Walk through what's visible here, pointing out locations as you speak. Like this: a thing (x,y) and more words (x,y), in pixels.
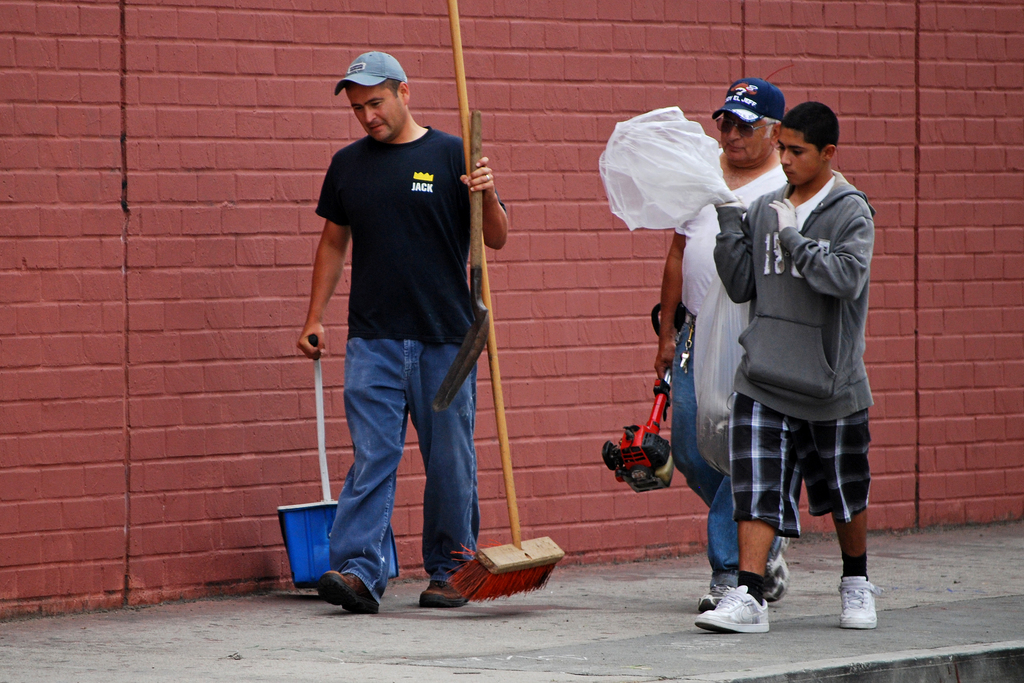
In this picture there are three men (372,611) walking on walkway (460,629) and they are holding some objects (537,578). In the background of the image (555,368) we can see wall (555,368).
